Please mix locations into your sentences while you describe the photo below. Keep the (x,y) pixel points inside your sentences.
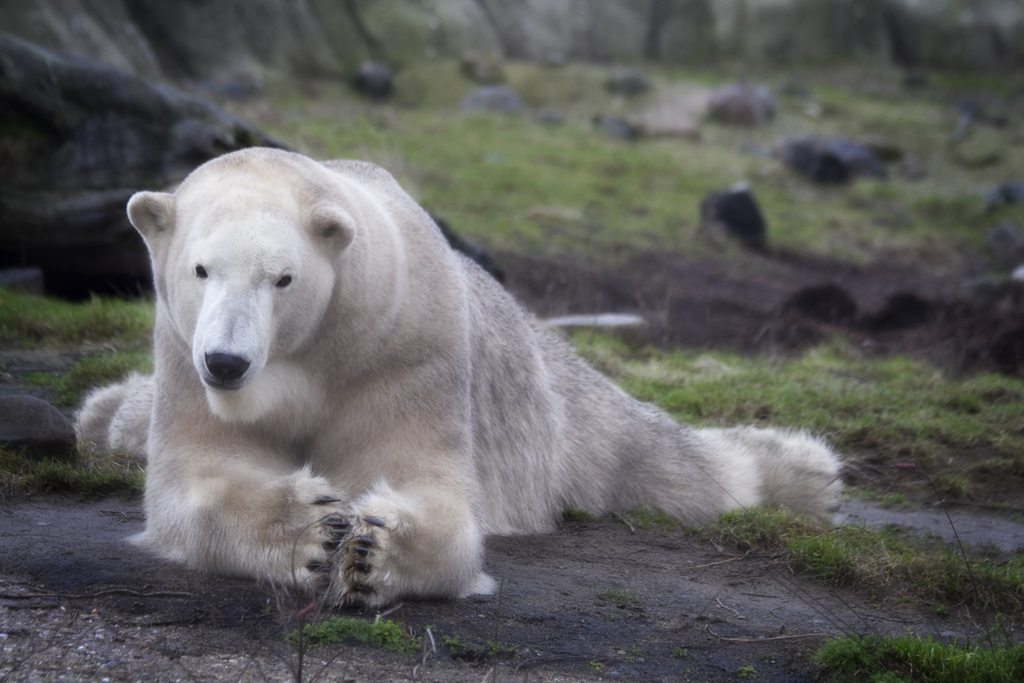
In this image there is a polar bear (435,418) lying on the ground (593,514). There are rocks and grass (436,175) on the ground (389,623).
